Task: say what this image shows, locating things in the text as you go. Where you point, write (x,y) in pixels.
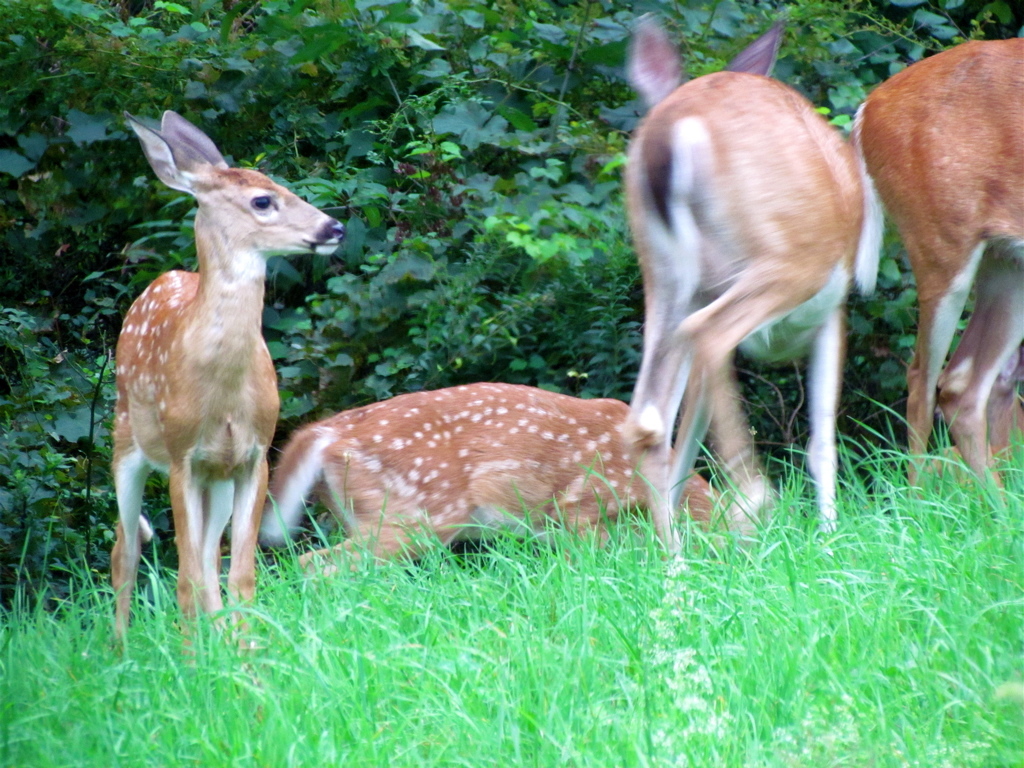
In the image in the center (487,456) we can see few deer's (732,325), which is in brown and white color. In the background (502,319) we can see trees (552,26) and grass (770,551).
